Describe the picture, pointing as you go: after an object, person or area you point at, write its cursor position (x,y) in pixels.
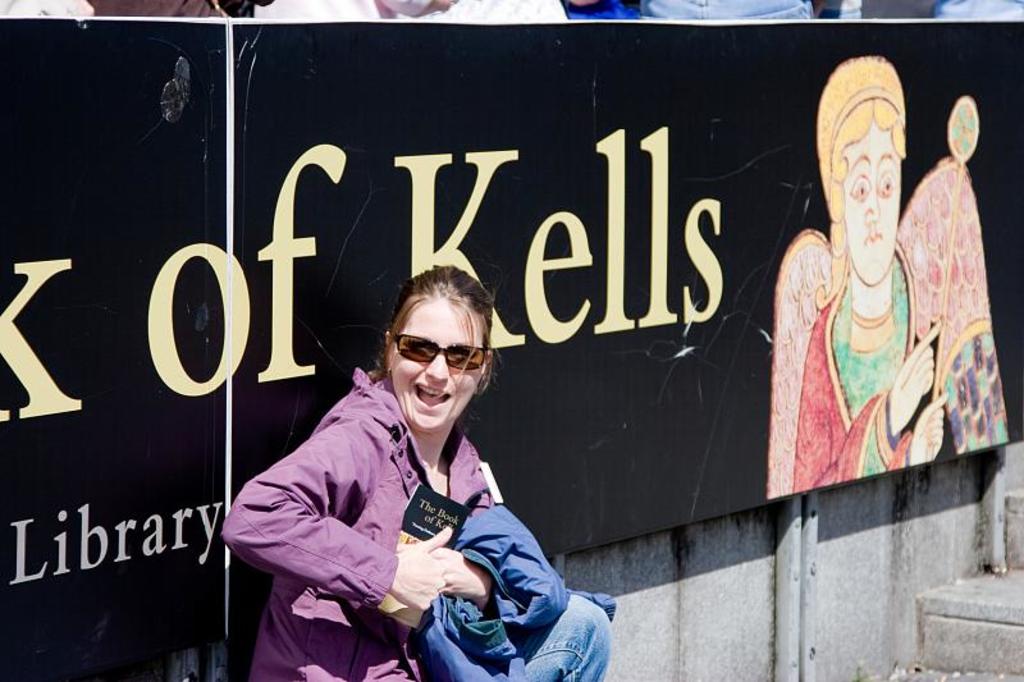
In this image there is a woman (433,313) with a smile on her face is holding a jacket (476,544) and a book (414,515) in her hands (431,549), behind the woman (449,475) there is a board (721,160).
